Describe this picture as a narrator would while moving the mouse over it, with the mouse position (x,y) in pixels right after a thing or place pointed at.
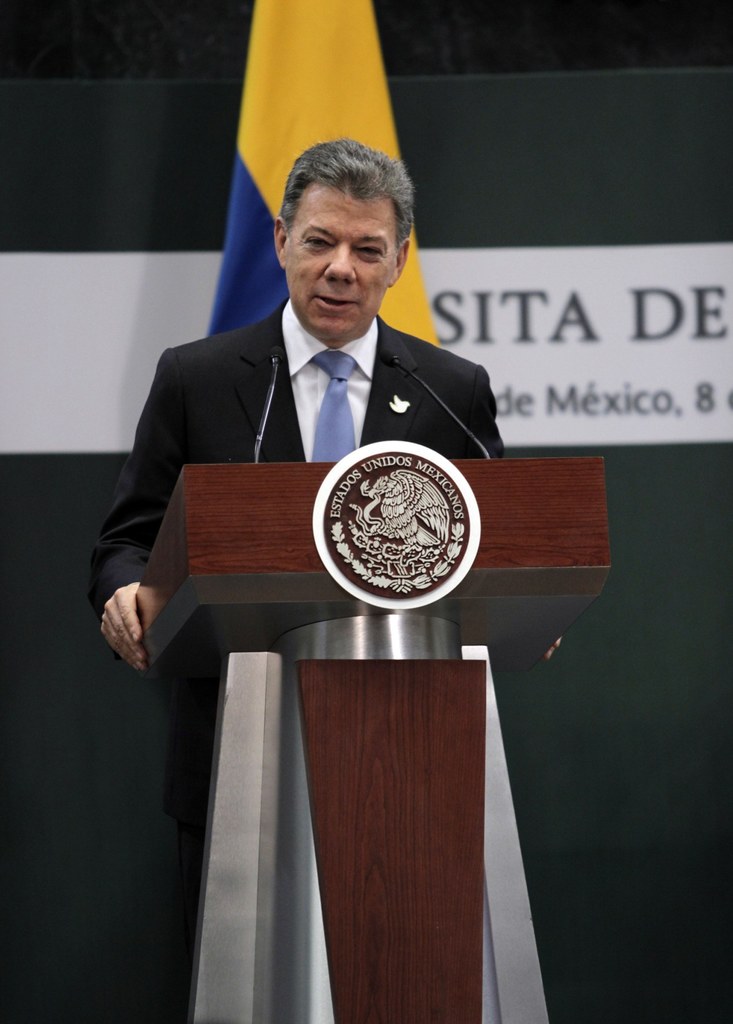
The man (347,315) in the middle of the picture (336,442) wearing a white shirt (290,353) and black blazer (245,395) is standing in front of the podium (352,600) and he is talking on the microphone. Behind him, we see a flag (275,105) in yellow and blue color and we even see a black board (633,775) with some text (579,303) written on it.
